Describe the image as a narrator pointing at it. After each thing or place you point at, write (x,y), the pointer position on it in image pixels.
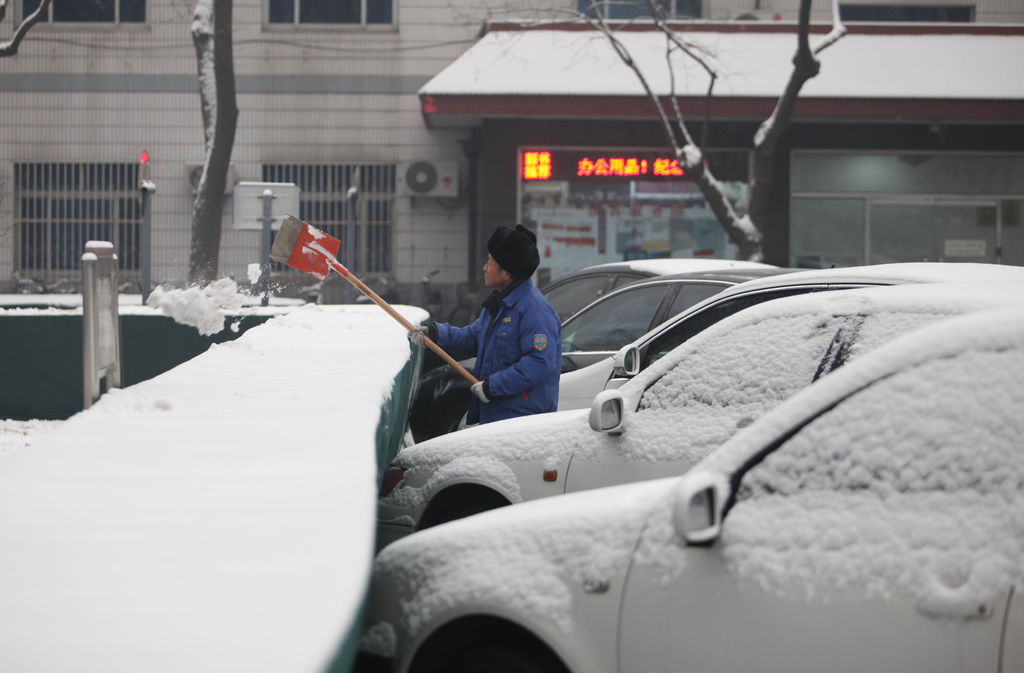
In this image I can see a person (509,358) is standing and holding some object (358,281) in hands (413,341). Here I can see cars (775,506). Some cars (754,523) is covered with snow (661,509). In the background (398,134) I can see trees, buildings (396,116) and some other objects (355,232).
